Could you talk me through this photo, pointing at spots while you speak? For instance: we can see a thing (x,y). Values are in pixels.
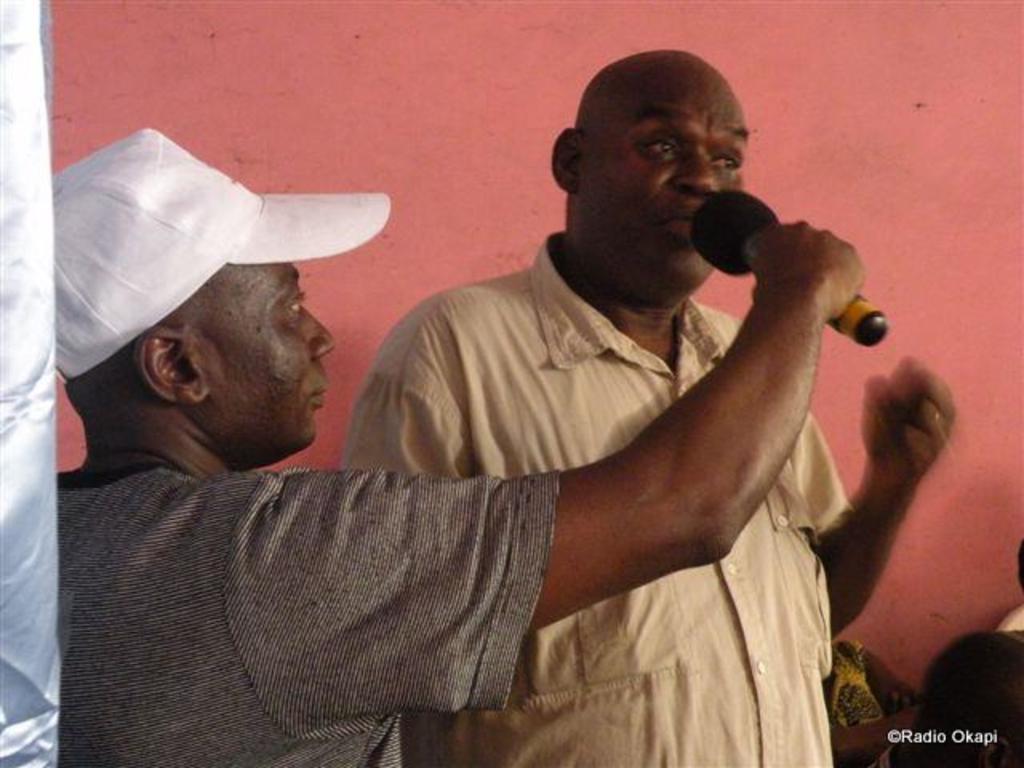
In the image we can see there are two men (596,540) who are standing and a man (793,362) is holding mic (749,255) in his hand (783,242).
